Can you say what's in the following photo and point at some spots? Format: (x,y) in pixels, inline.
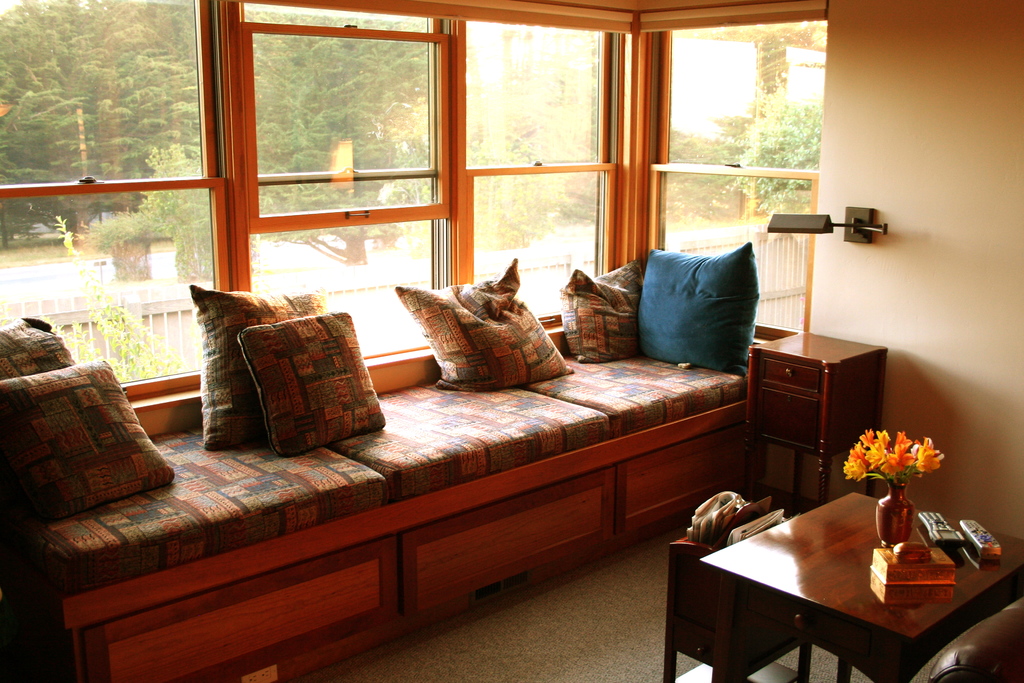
As we can see in the image, there are trees (125,216), plants (185,235), window (295,219), sofa (207,551), pillows (510,303), a table (815,530). On table (860,572) there are remotes (948,535) and flask (885,501).
